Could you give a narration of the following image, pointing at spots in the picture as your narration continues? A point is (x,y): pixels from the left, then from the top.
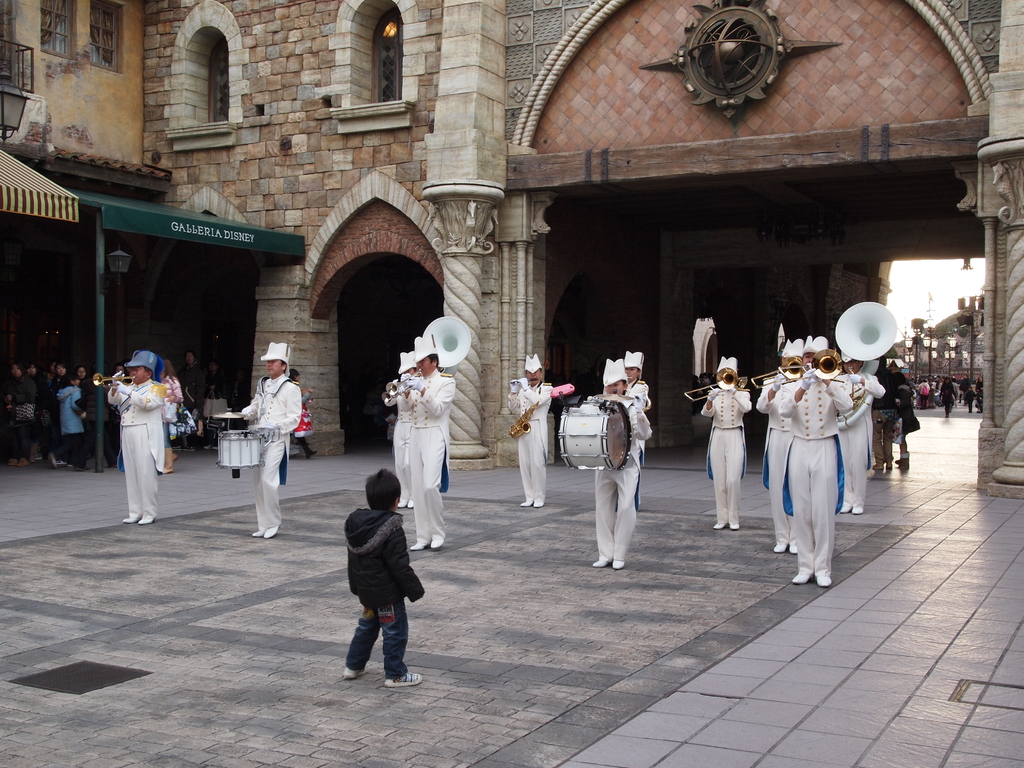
In this image we can see some people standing holding some musical instruments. We can also see a child (394,623) standing in front of them. On the backside (432,223) we can see a building (462,215) with windows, pillars (436,204) and a roof (226,224). We can also see some street lamps (925,346) and the sky (896,298).
